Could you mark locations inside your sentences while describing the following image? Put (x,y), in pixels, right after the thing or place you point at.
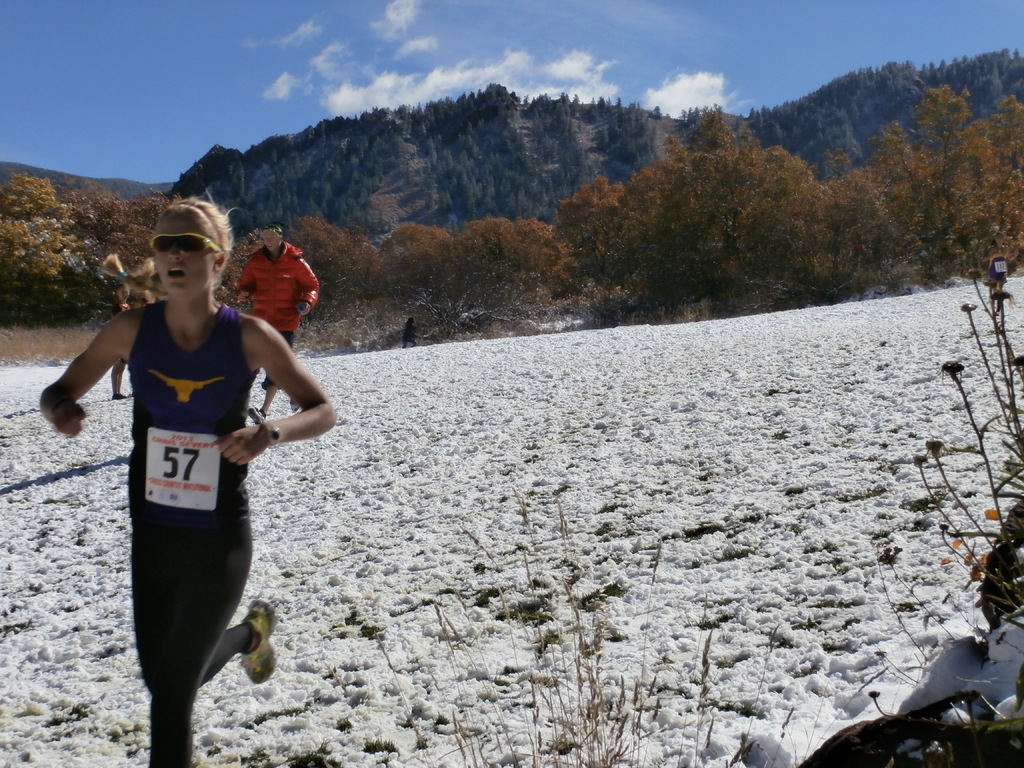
At the bottom (525,586), we see the snow (775,502) and the plants (712,626). On the left side (167,387), we see a woman (196,475) in the blue T-shirt (193,374) and the man (294,295) in the red jacket (278,288) are running. Beside them, we see a person (128,302) is standing. In the middle (415,324), we see a person (409,341) is standing. There are trees (435,188) in the background (480,178). At the top (191,72), we see the clouds (356,91) and the sky (207,88), which is blue in color.
